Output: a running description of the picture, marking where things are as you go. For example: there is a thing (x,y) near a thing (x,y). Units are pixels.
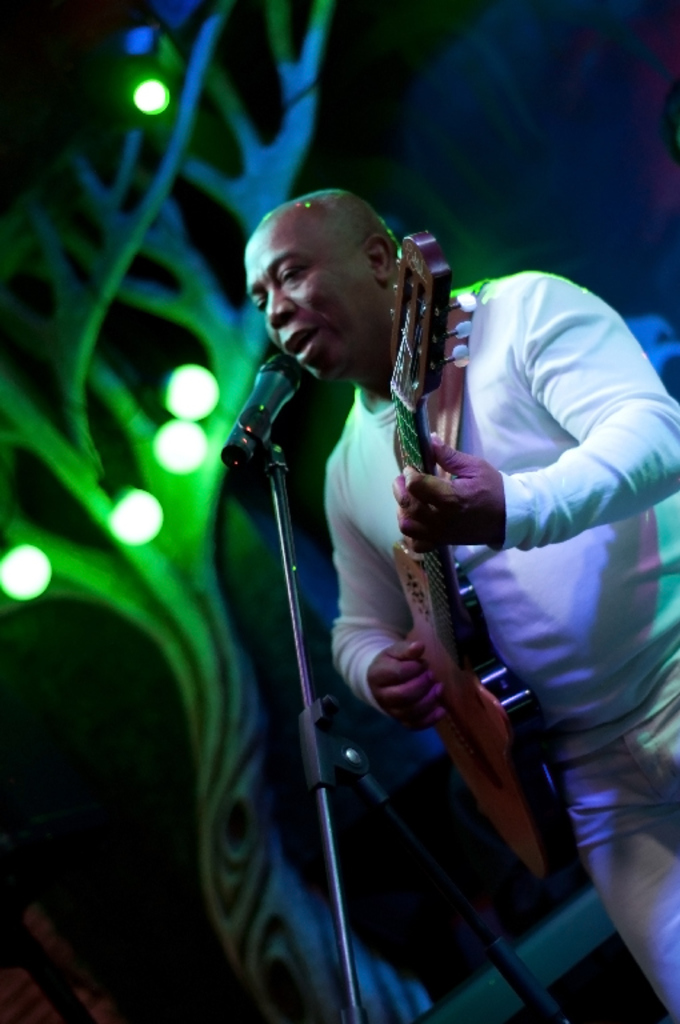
This picture is clicked in a musical concert. Man (637,433) in white t-shirt (505,556) is holding a guitar (448,740) in his hand (460,496) and he is playing it. In front of him, we see a microphone (272,399) and I think he is singing the song on the microphone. In the background (222,150), it is dark.
